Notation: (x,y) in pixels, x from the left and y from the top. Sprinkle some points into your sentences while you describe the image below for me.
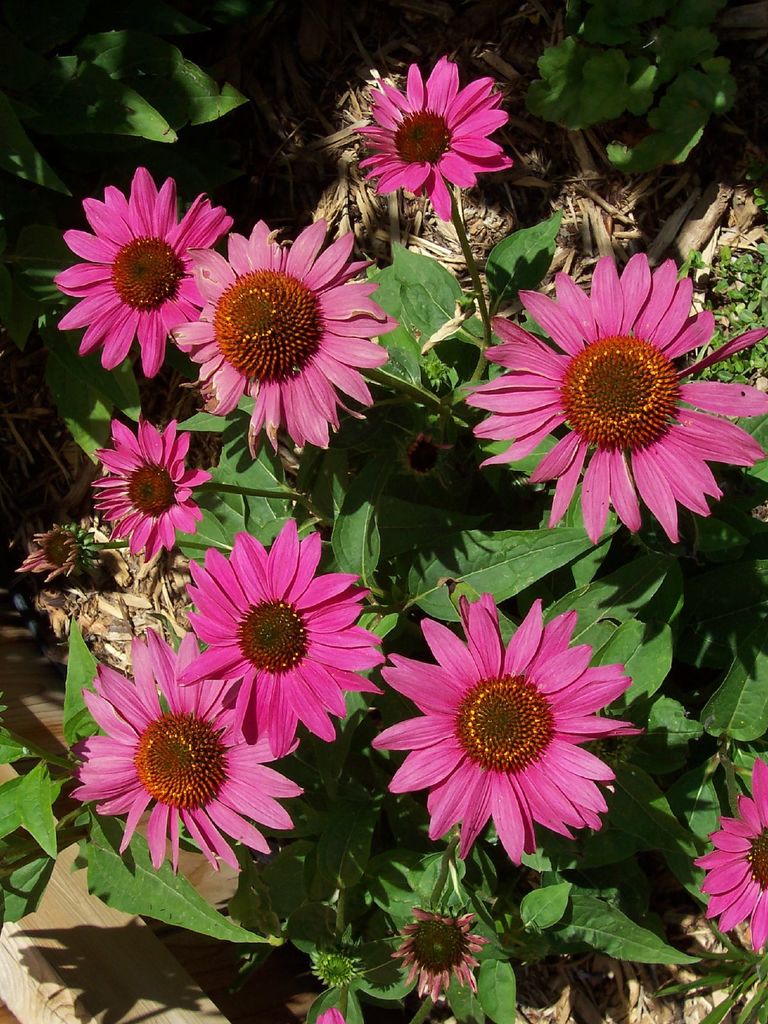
In this image we can see the plants (392,570) with flowers (319,619) and on the side, we can see the wood (99,927).
